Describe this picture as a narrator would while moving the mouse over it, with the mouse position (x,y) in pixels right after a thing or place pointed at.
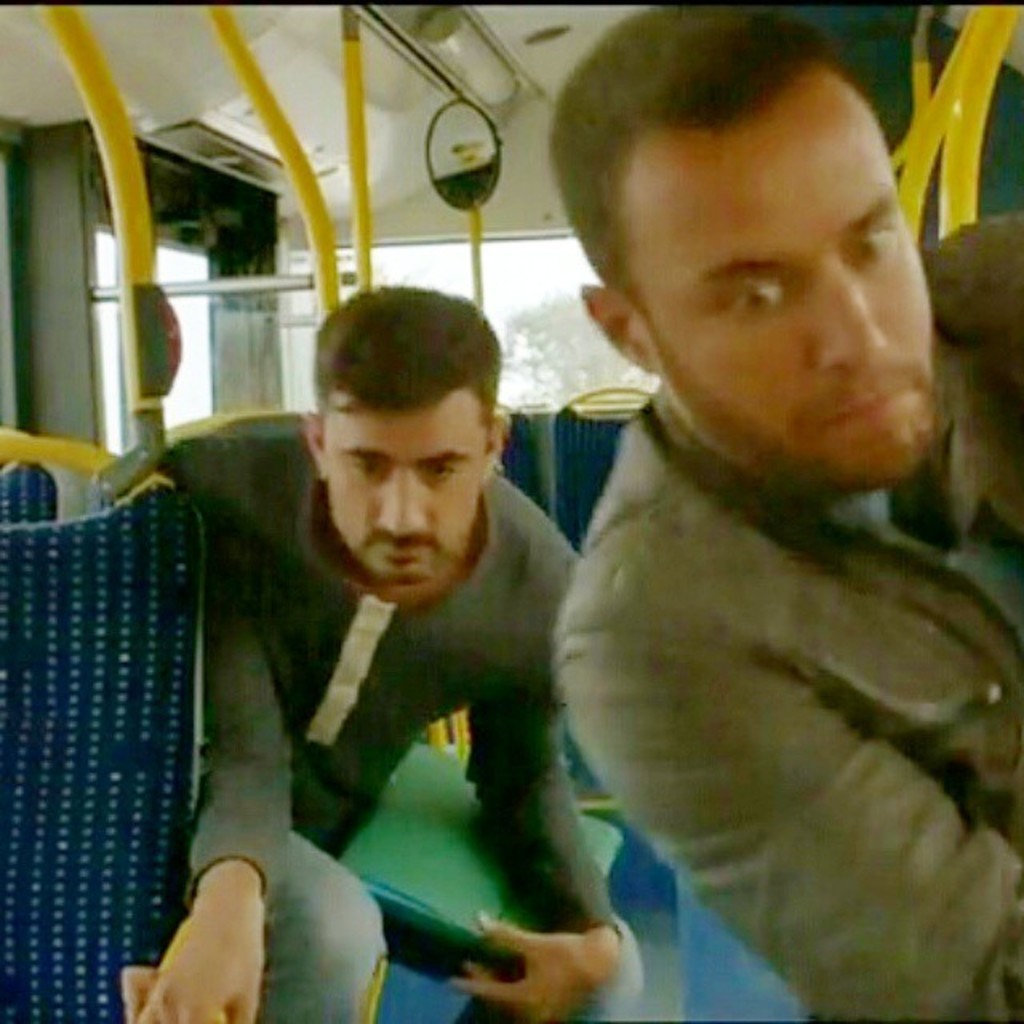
This picture seems to be clicked inside the vehicle (396,992). In the center (632,675) we can see the group of people (524,549) sitting on the seats (195,601) and we can see the seats (96,642) of the vehicle (575,534), metal rods (134,163) and some other objects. At the top (315,38) there is a roof (324,85) of the vehicle (385,87). In the background (530,278) we can see the window (564,302) and through the window (589,357) we can see the outside view (589,357).
